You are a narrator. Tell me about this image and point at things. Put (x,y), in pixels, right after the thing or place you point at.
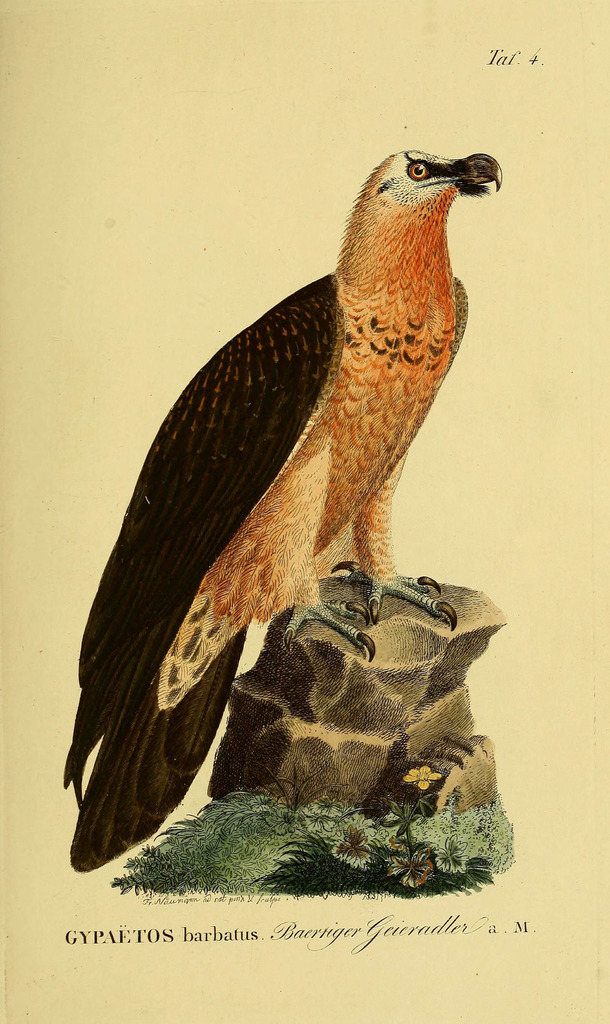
In this image we can see painting of a bird (308,509) on a stone (323,721). Near to that there are plants (404,826). Also something is written on the image.
